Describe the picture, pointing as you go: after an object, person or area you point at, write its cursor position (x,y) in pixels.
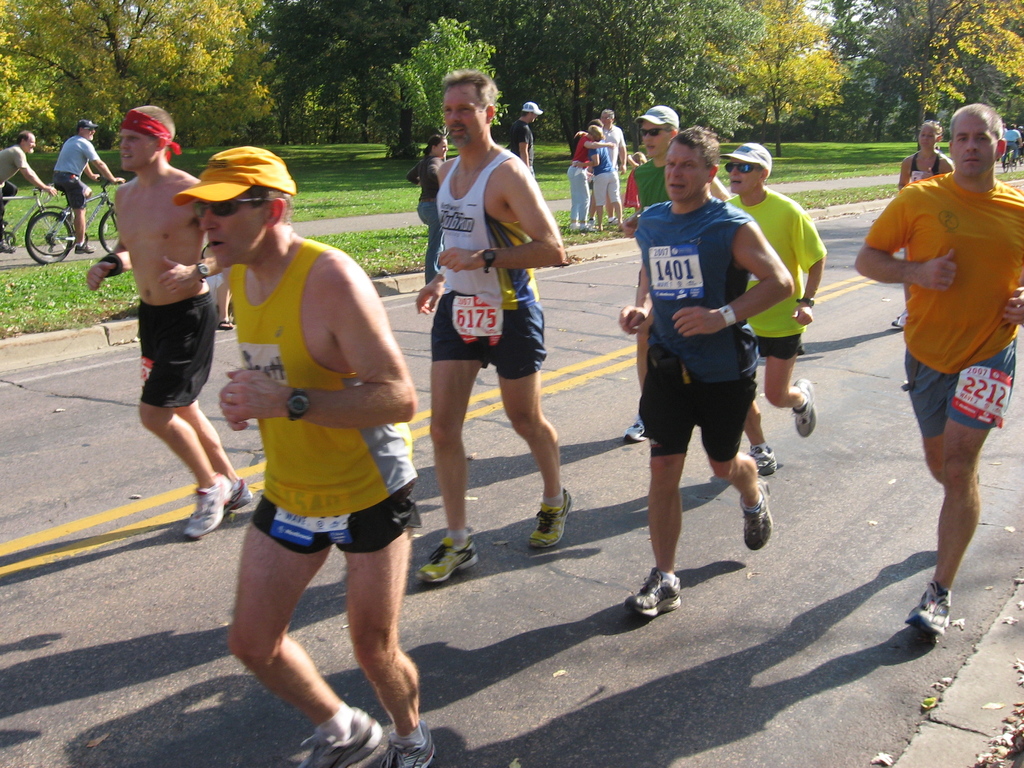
In this we can see a group of people (459,434) running on the road (515,514). We can also see some people (84,233) riding bicycles (59,217). On the backside (365,162) we can see a group of trees (553,72), grass (372,160) and some people (599,126) standing aside.
